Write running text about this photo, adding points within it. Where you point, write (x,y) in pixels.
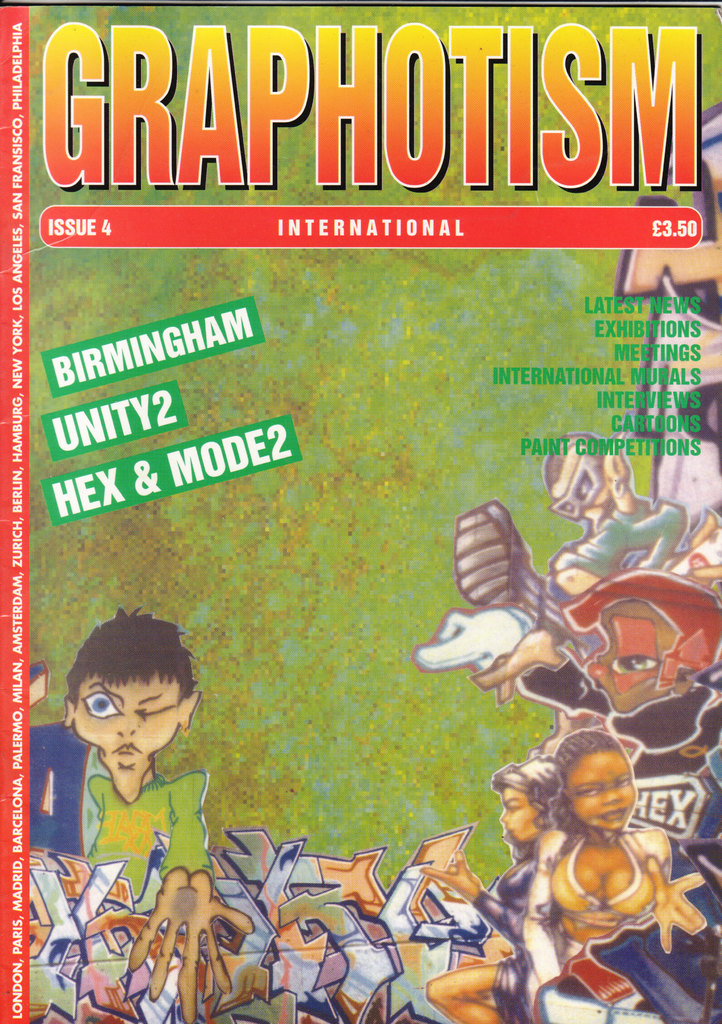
This is a poster and in this poster we can see cartoon images (594,756) of some persons (463,632) and some text (639,378).
